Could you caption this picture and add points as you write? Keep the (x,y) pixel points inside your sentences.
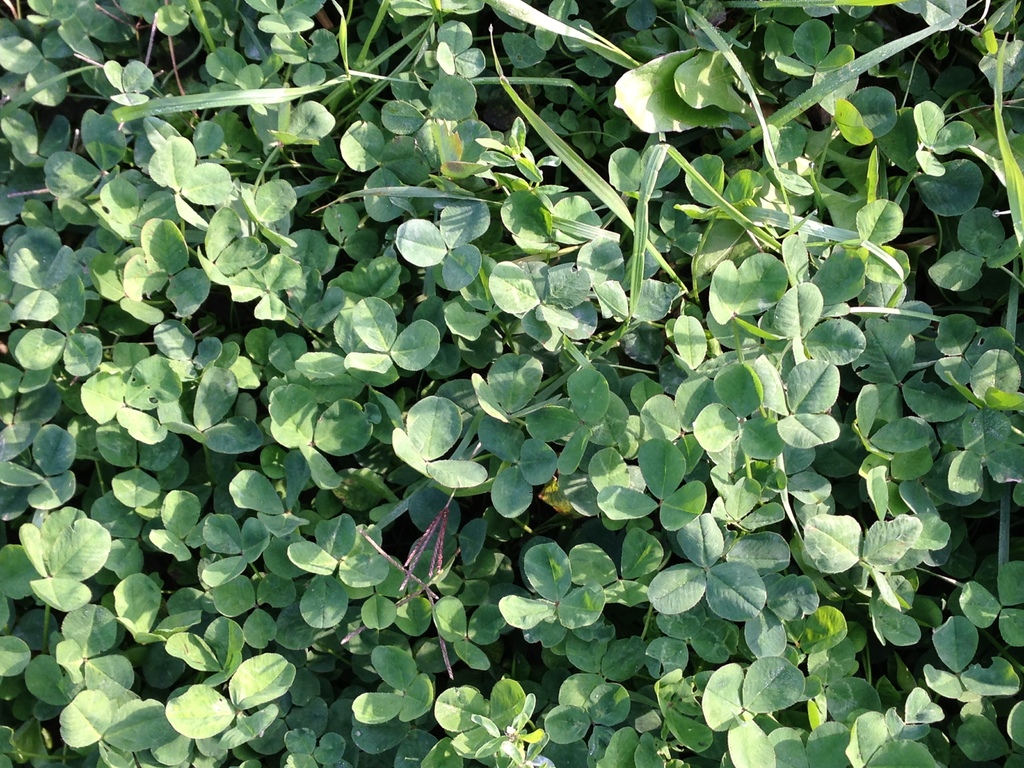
In this image we can see plants (442,308).
